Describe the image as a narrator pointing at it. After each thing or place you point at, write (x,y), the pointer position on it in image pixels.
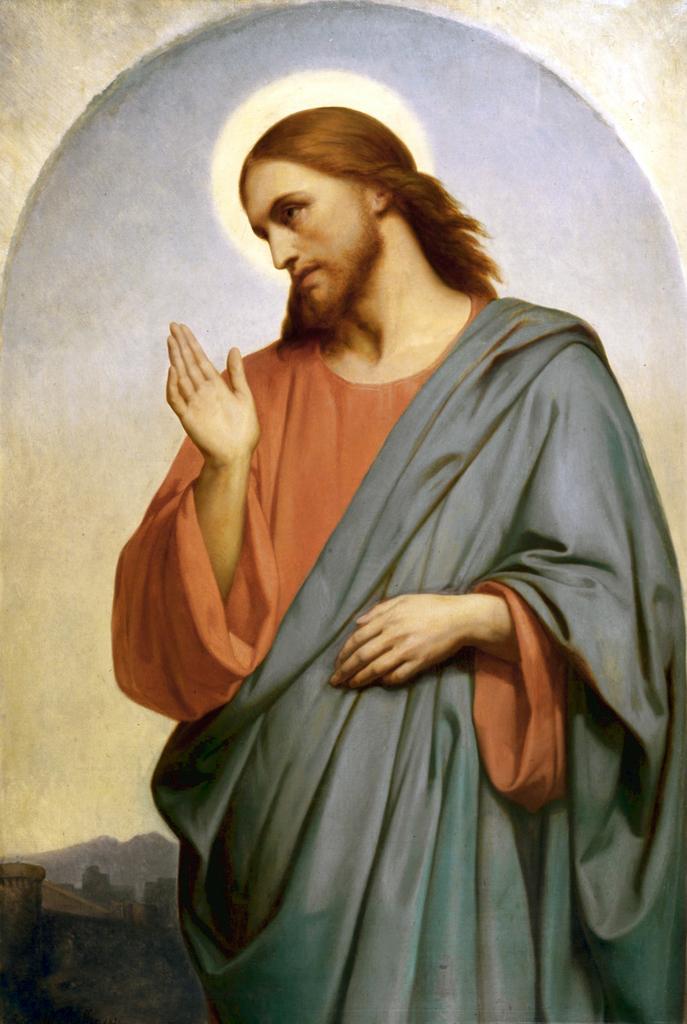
In this picture we can see a person (489,590).
